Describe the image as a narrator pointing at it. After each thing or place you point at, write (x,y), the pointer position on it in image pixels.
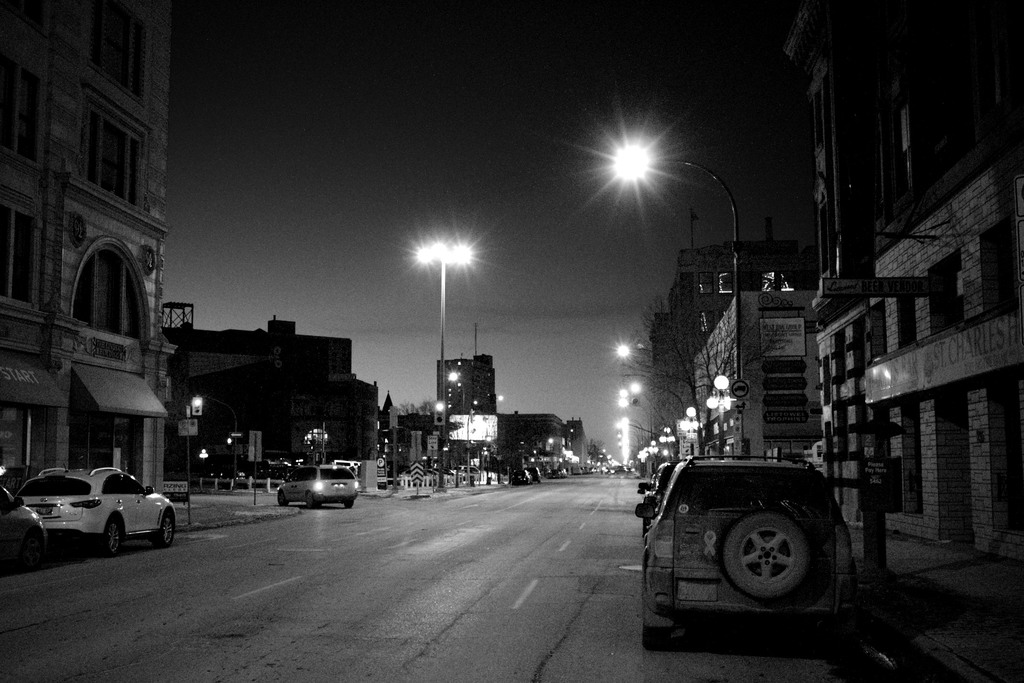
In the picture we can see a night view of the street (505,497) with roads (518,498), path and some vehicles (55,498) are parked near the path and we can also see some street lights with poles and buildings (151,240) and in the background (581,308) we can see a sky (345,292).
